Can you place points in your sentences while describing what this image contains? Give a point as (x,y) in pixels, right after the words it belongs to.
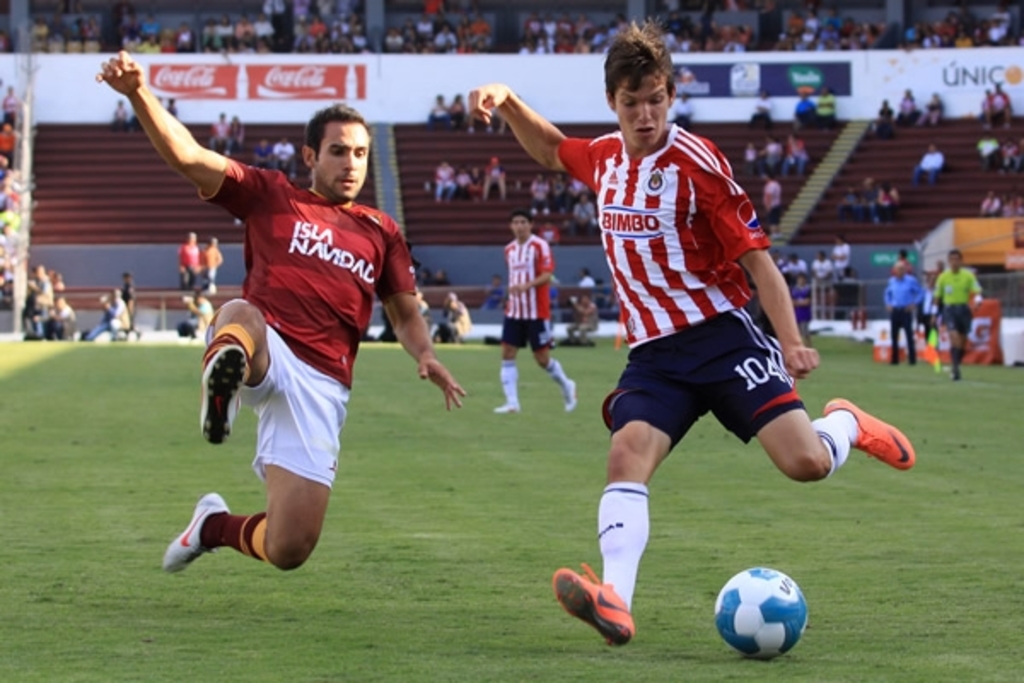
There are few people (633,405) playing on the ground (534,490). This is grass (357,598) and there is a ball (718,597). In the background (462,339) we can see hoardings (996,340) and crowd (4,152).
